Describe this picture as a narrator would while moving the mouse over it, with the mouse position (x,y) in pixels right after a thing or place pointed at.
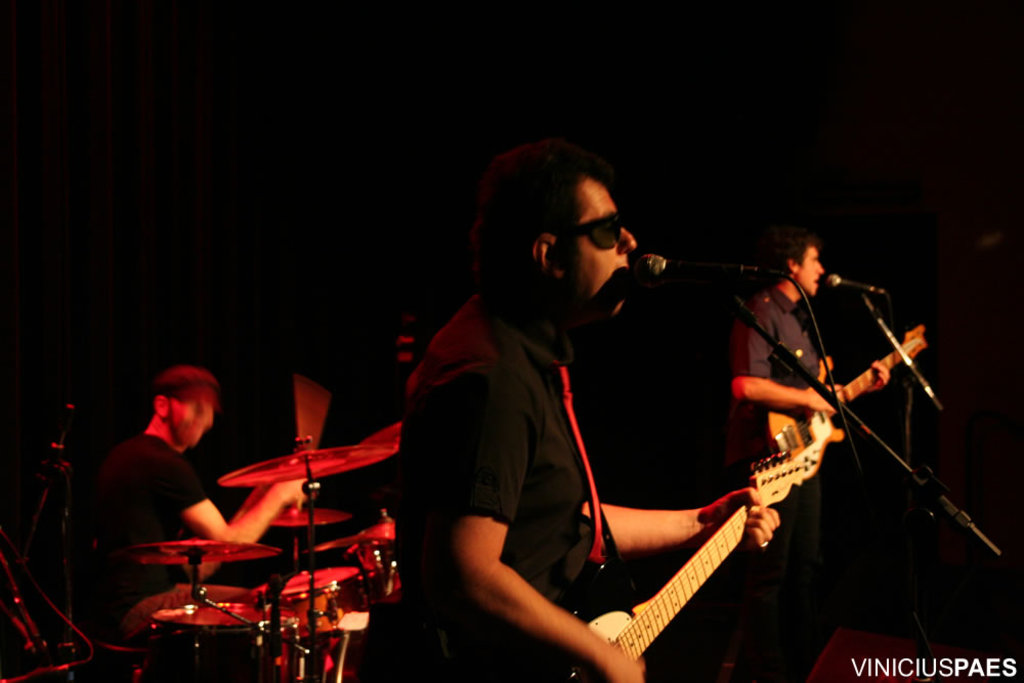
There are three members (531,456) on a stage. Two of them are playing a guitar (782,428) in their hands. All of them having a microphone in front of them and the other guy (257,534) is playing drums (244,549).
